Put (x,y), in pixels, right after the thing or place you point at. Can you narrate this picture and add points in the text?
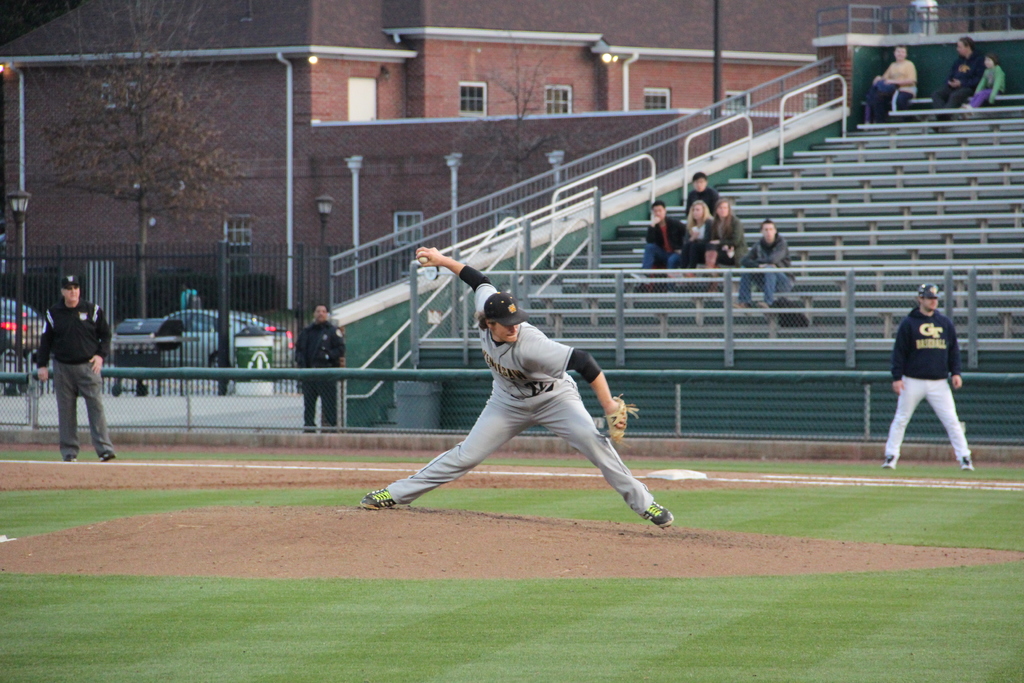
In this image, I can see few people (516,430) standing and sitting on the benches (852,249). These are the staircase holders (518,202). I think this is a dustbin (424,403). I can see a building (355,100) with windows (546,101). I think this is a baseball ground (537,659). Here is the tree (141,107) and a street light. These look like barricades (146,267). I can see the cars (214,320) on the road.
